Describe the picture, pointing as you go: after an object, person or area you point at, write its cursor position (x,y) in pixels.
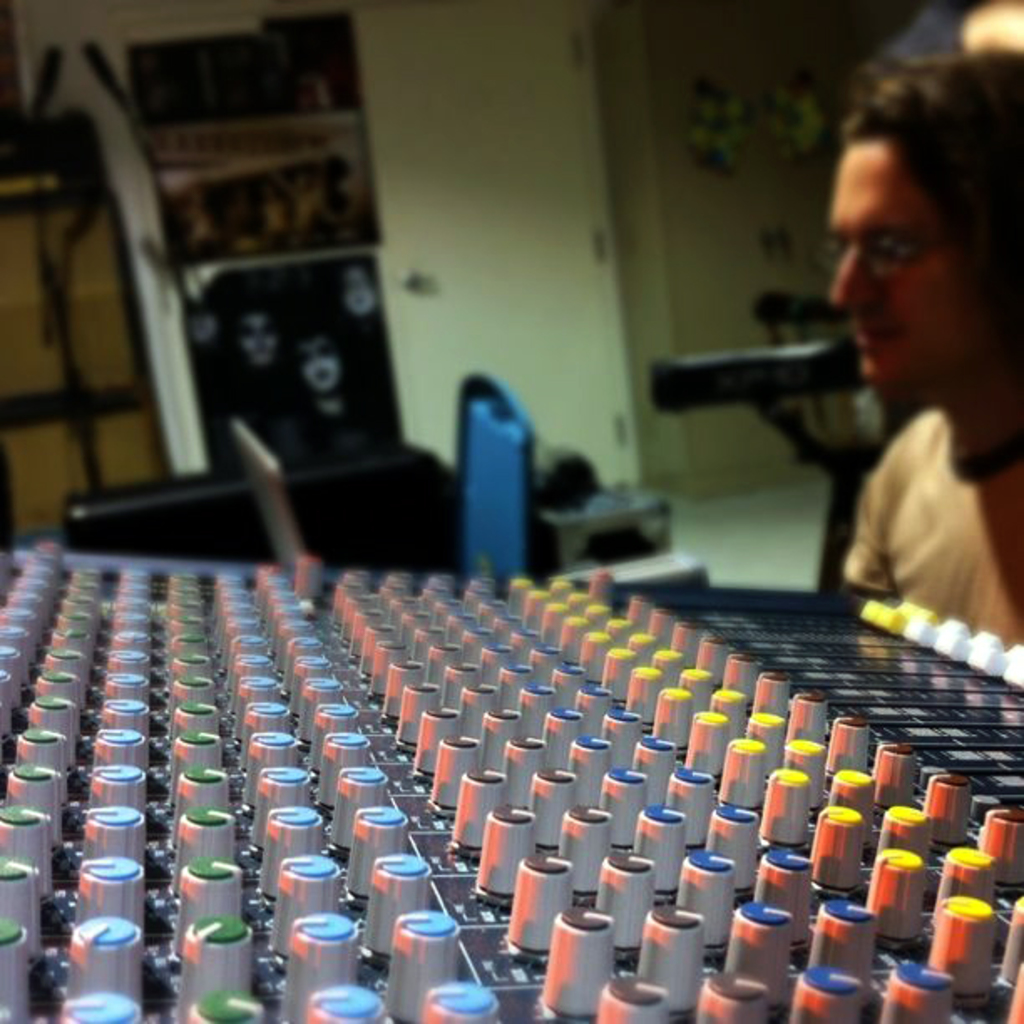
In this picture we can see an electronic device (538,672). There is a person (942,402). We can see a few objects (359,392) in the background (359,392). Background (149,269) is blurry.
